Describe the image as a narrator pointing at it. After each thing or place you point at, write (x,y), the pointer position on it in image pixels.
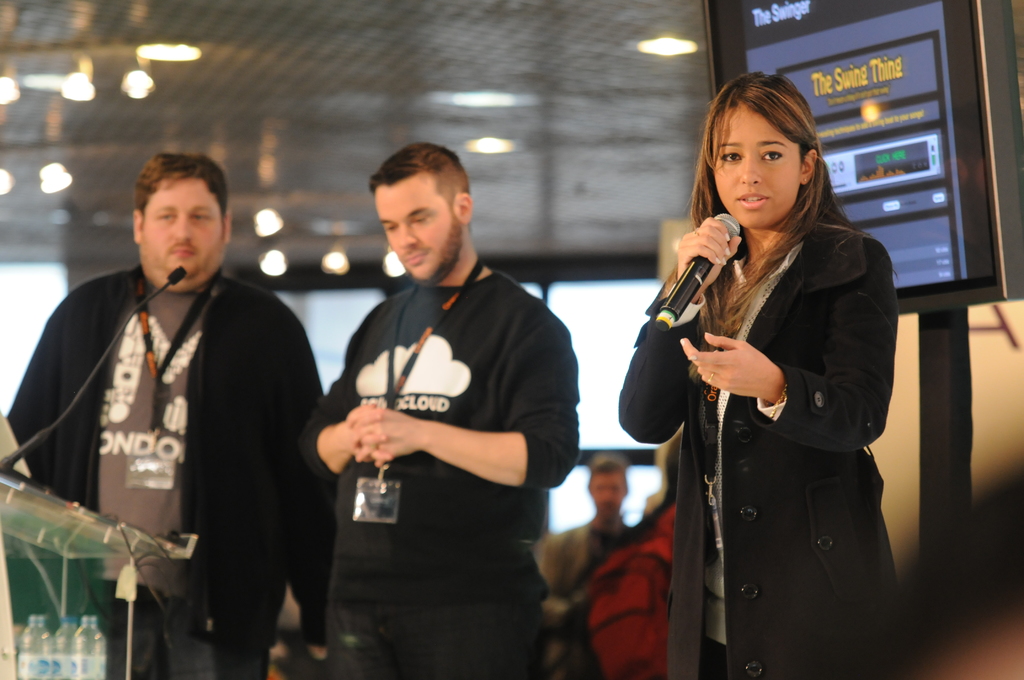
This picture is of inside. On the right (756,215) there is a woman (763,359) wearing black color dress (764,530), holding a microphone (709,265), standing and seems to be talking, behind her there is a digital screen (941,231) attached to the stand (945,479). On the left (164,416) there is a man (207,380) standing and there is a microphone (173,275) attached to the table (120,549) and we can see the water bottles (71,647). In the center (442,265) there is a man (466,376) wearing black color t-shirt (505,383) and standing. In the background (661,45) we can see the lights (660,44) and some group of people (637,640).
